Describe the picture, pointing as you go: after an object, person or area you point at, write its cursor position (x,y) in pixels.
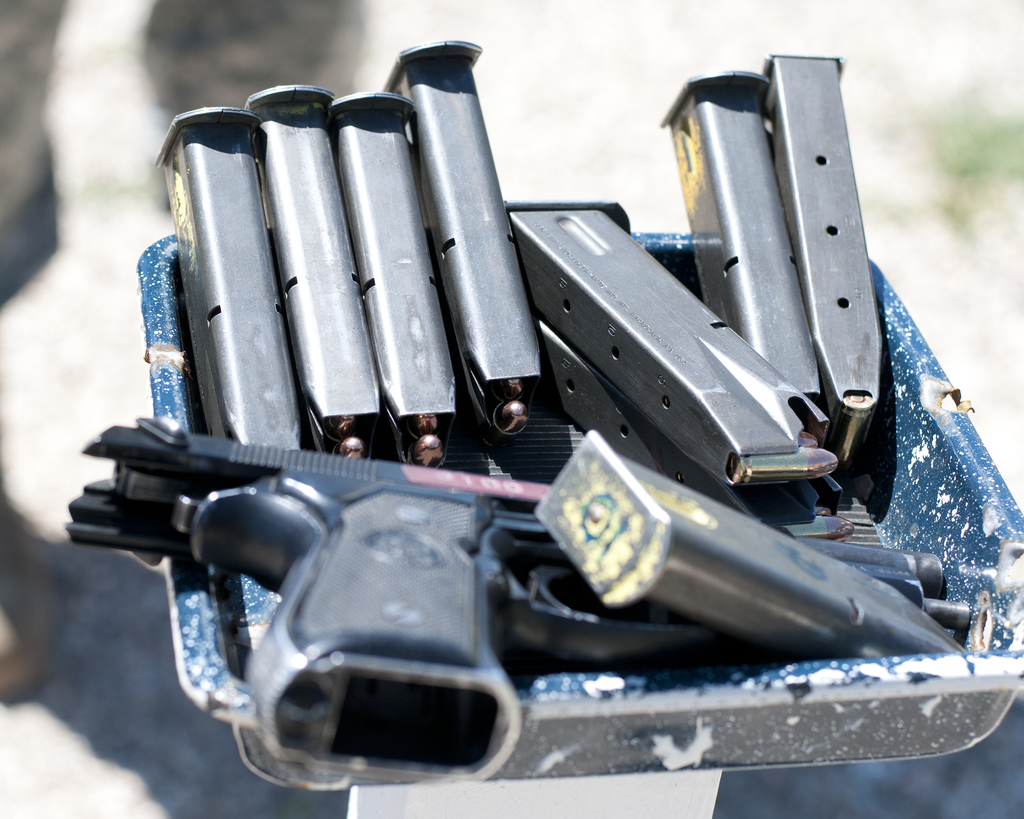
The picture consists of a tray (949,590), in the tray (271,597) there are magazines (561,389), bullets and a gun (402,571). The background (10,283) is blurred.
